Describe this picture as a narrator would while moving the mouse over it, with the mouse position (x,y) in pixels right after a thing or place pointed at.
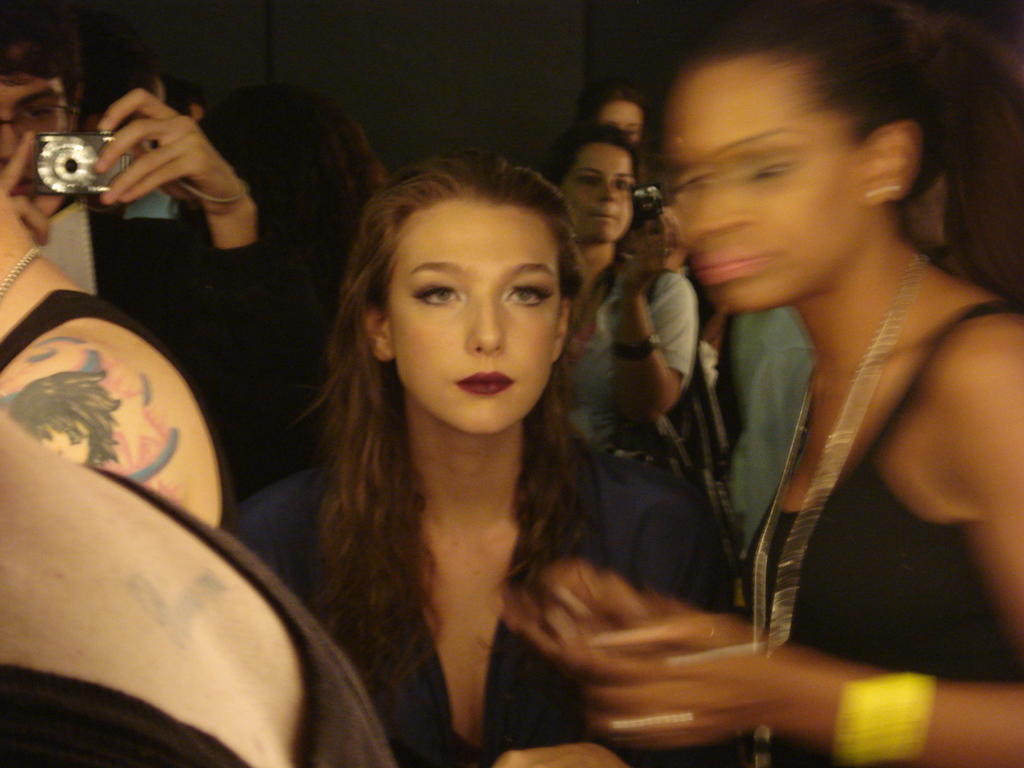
In this image there is a person (543,546) wearing blue color dress (590,537) standing and at the left side of the image (158,144) there is a person (83,197) holding a camera (44,137) in his hand (135,102).
